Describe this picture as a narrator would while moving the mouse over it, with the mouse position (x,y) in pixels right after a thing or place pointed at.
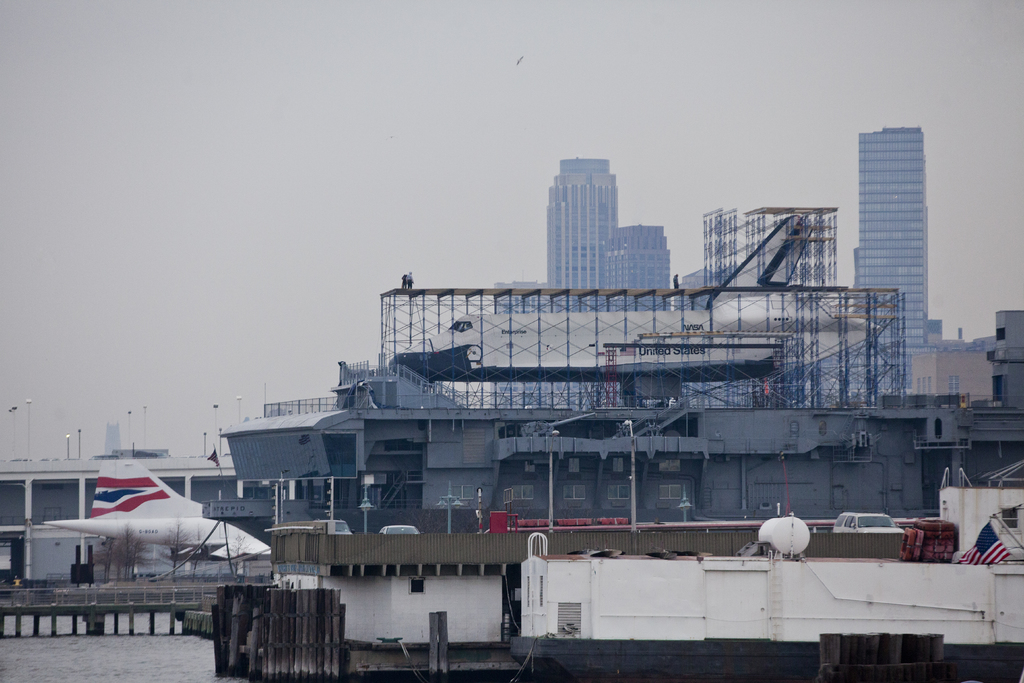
In this image there is a ship (424,412) in the water (170,641). There is an airplane (126,515). There are lights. In the background of the image (10,429) there are buildings (658,228) and sky (378,111).
